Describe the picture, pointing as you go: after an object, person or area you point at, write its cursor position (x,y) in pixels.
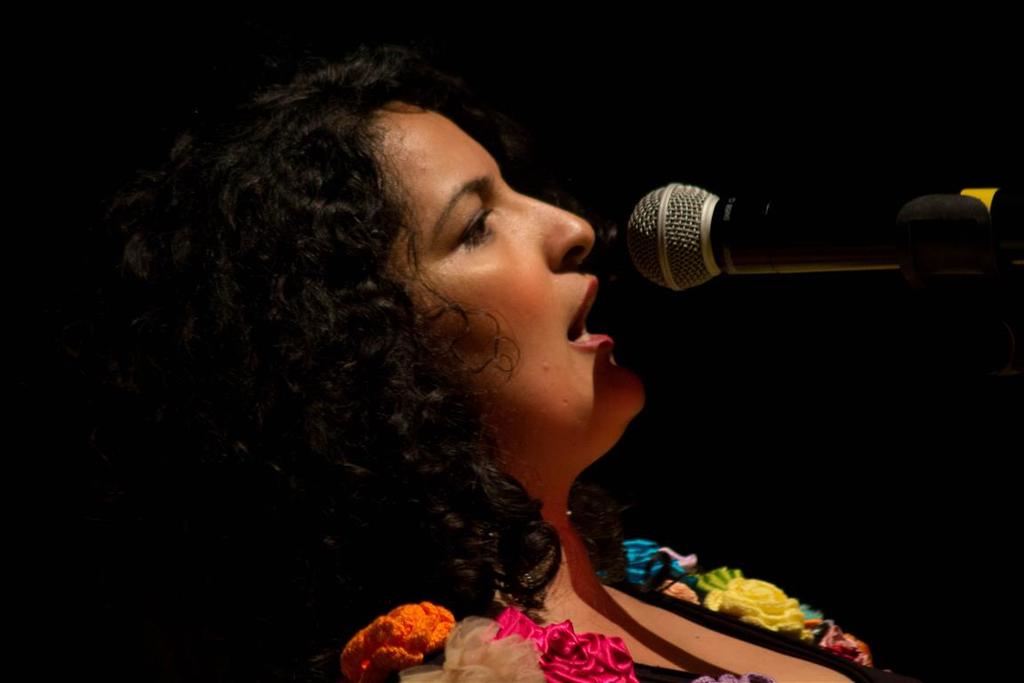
This is a zoomed in picture. In the center (403,373) there is a person (424,464) seems to be singing. On the right (728,206) there is a microphone (745,236) attached to the stand (970,206). The background of the image (937,83) is very dark.
